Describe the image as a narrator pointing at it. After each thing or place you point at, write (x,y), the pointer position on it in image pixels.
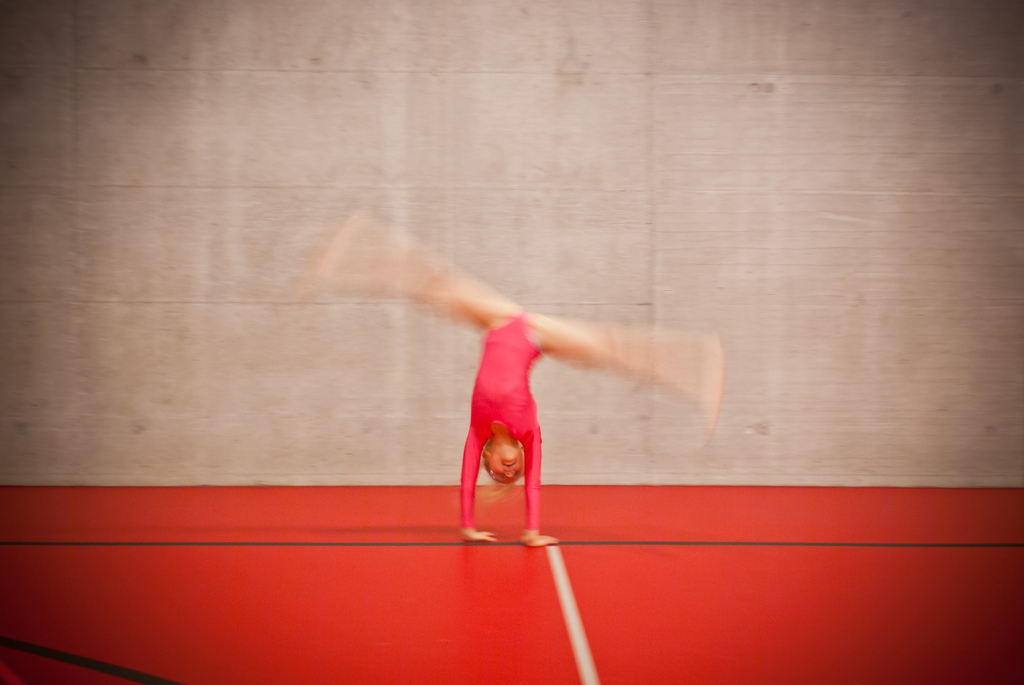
In this image there is a girl (522,345) performing gymnastics on a red mat (415,523), in the background (948,360) there is a wall (927,303).
